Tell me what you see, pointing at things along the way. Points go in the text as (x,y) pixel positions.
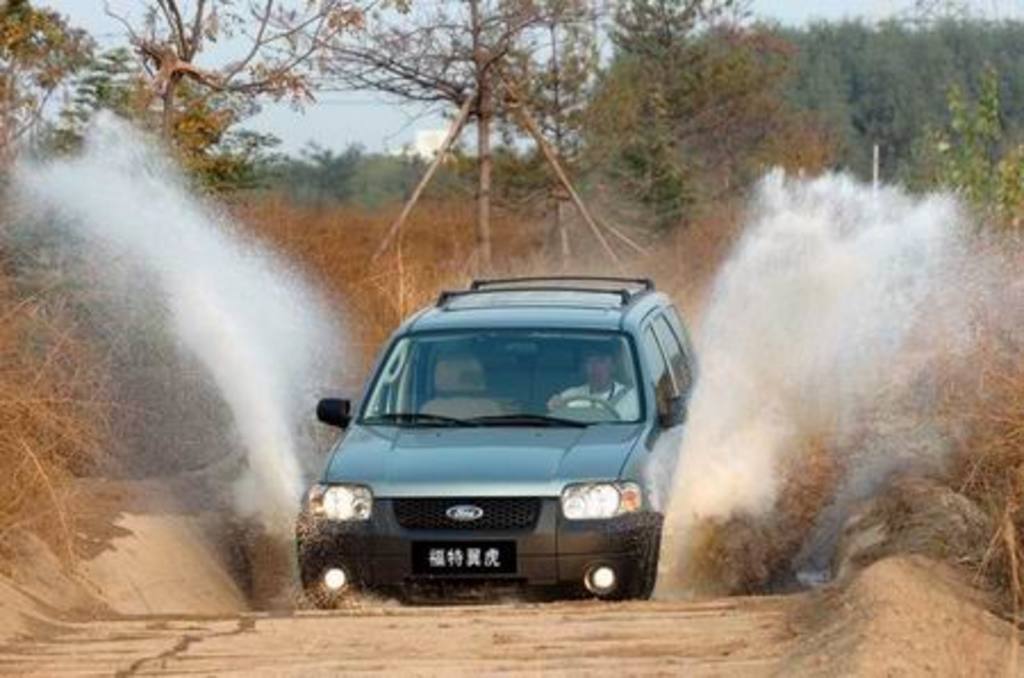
In the picture I can see a car (640,380) in which a person (588,383) is sitting is moving on the road (321,640) and here I can see the water (246,288) coming out, I can see dry plants (613,220), trees (910,115) and the sky (535,45) in the background (350,76).
